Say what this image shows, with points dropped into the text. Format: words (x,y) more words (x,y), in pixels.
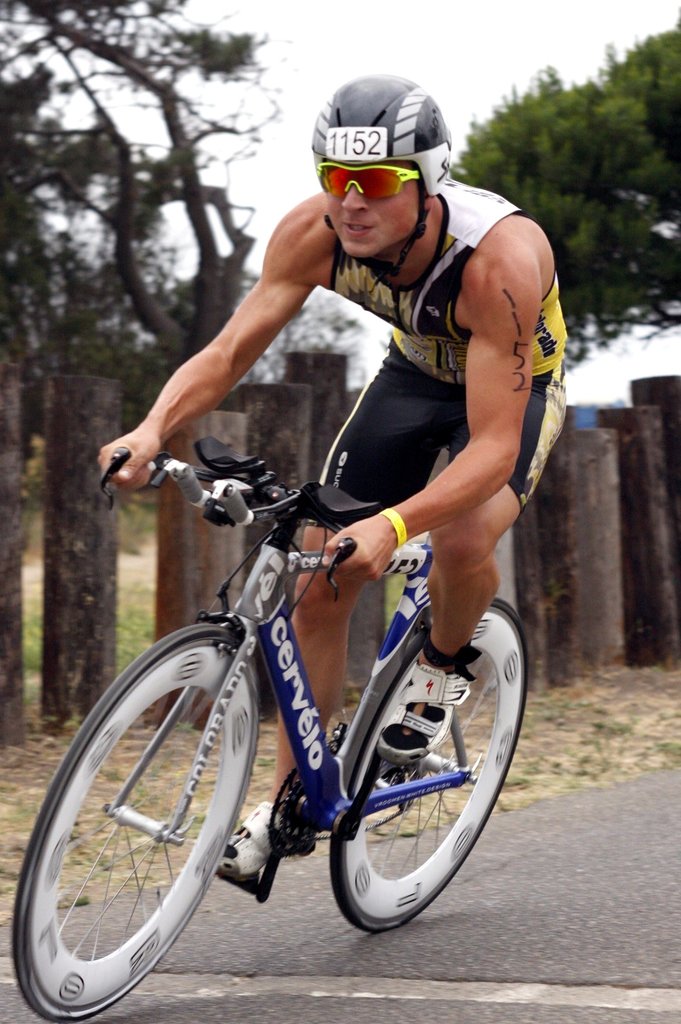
In the given image i can see a person (343,537) riding a bicycle (288,511) and in the background (50,369) i can see a wooden objects (168,443) and trees (4,192).
